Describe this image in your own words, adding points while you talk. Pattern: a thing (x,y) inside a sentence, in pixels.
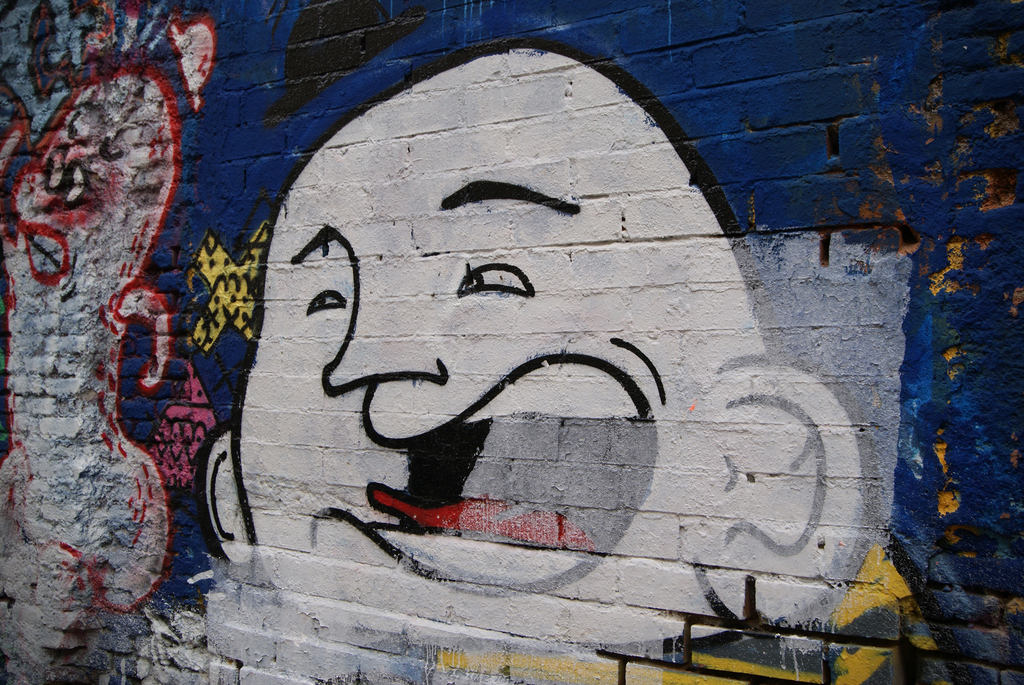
In this image on a wall (281,216) there is graffiti (352,435).
